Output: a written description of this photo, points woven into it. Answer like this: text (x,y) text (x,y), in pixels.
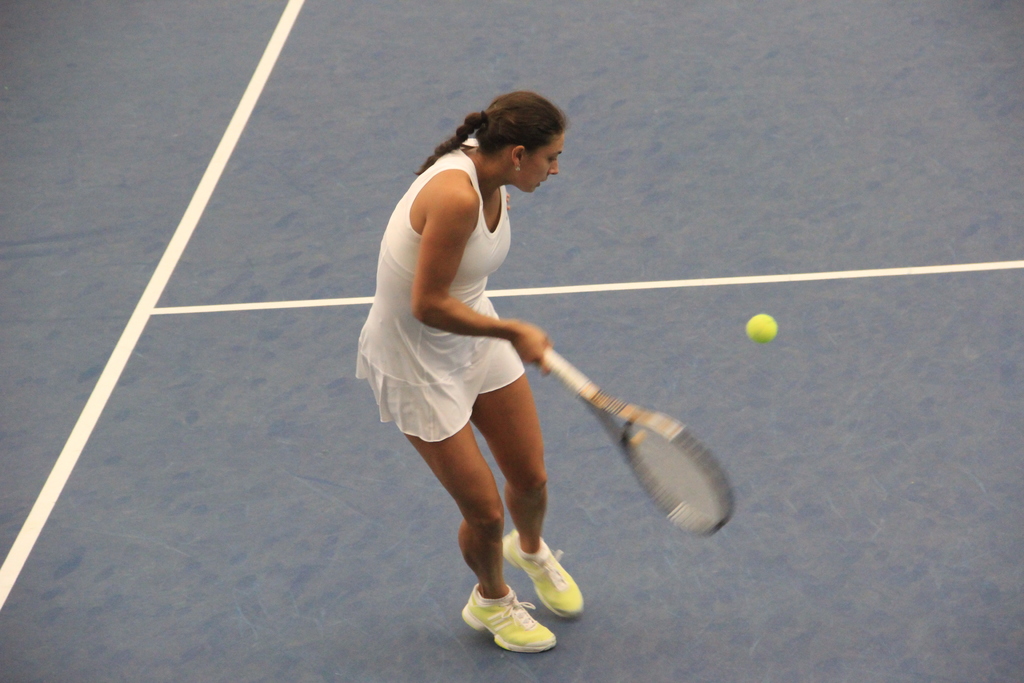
In the picture we can see a woman (464,369) playing a tennis, holding a tennis racket (697,510) and hitting a ball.
